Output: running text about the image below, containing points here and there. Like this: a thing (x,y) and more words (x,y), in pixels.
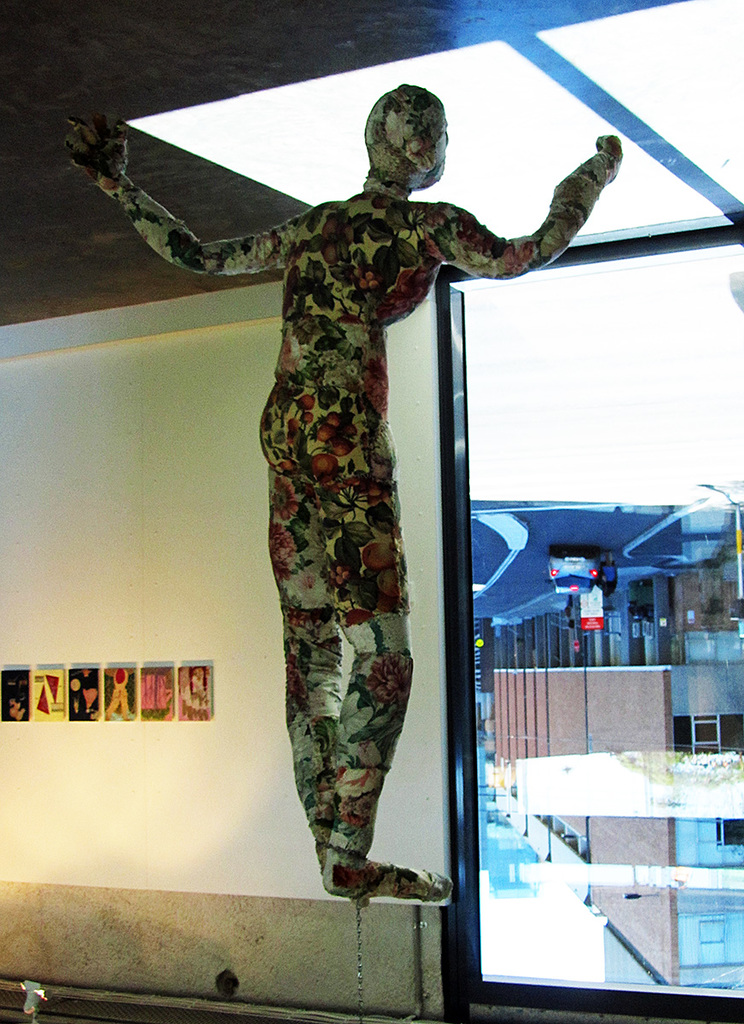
In the image we can see there is a person's statue (335,391) kept on the chain (362,1005) and behind there are buildings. There is a car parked on the road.
